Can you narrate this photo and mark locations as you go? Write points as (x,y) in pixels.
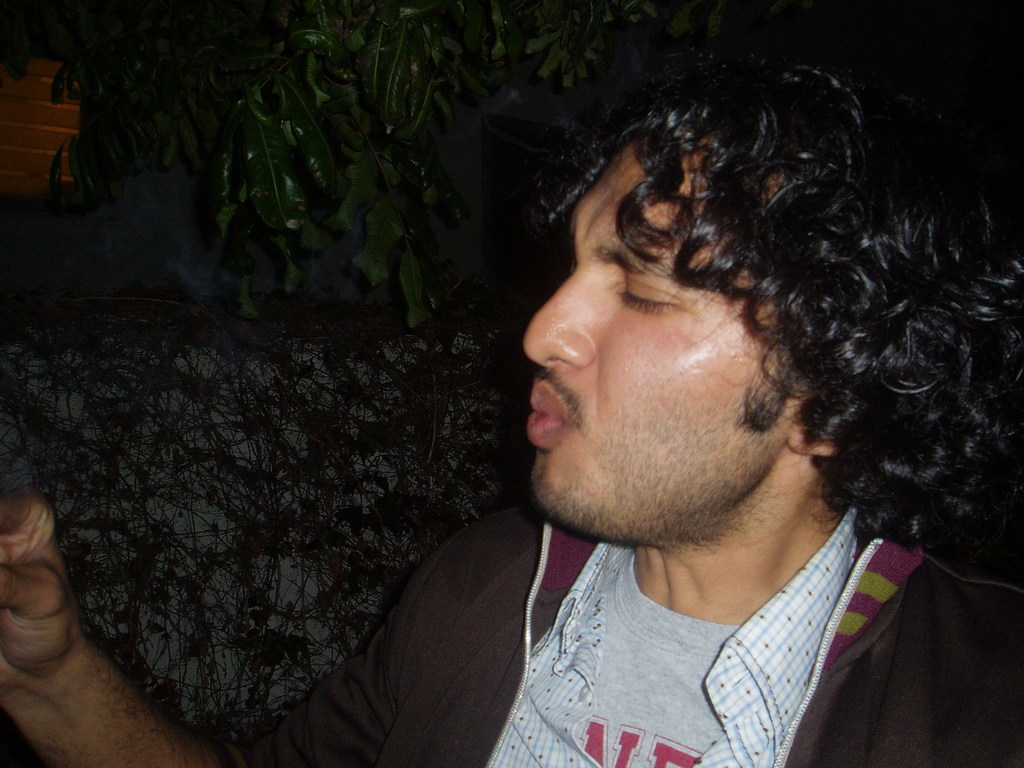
In this there is a person (637,639) standing, in the background (420,35) there are trees (392,187).
